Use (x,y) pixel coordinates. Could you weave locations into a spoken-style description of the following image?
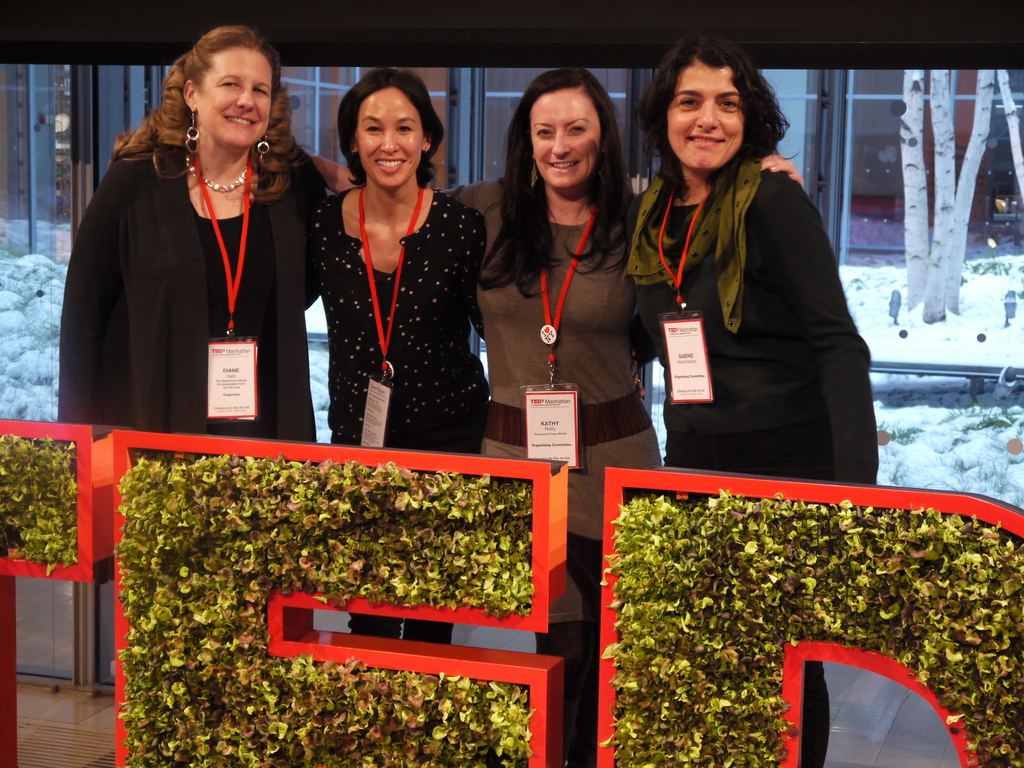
At the bottom of the image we can see some plants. In the middle of the image (502,443) four women (473,443) are standing and smiling. Behind them we can see a glass windows (11,66). Through the windows (63,301) we can see some trees (979,97) and snow (1023,414).
